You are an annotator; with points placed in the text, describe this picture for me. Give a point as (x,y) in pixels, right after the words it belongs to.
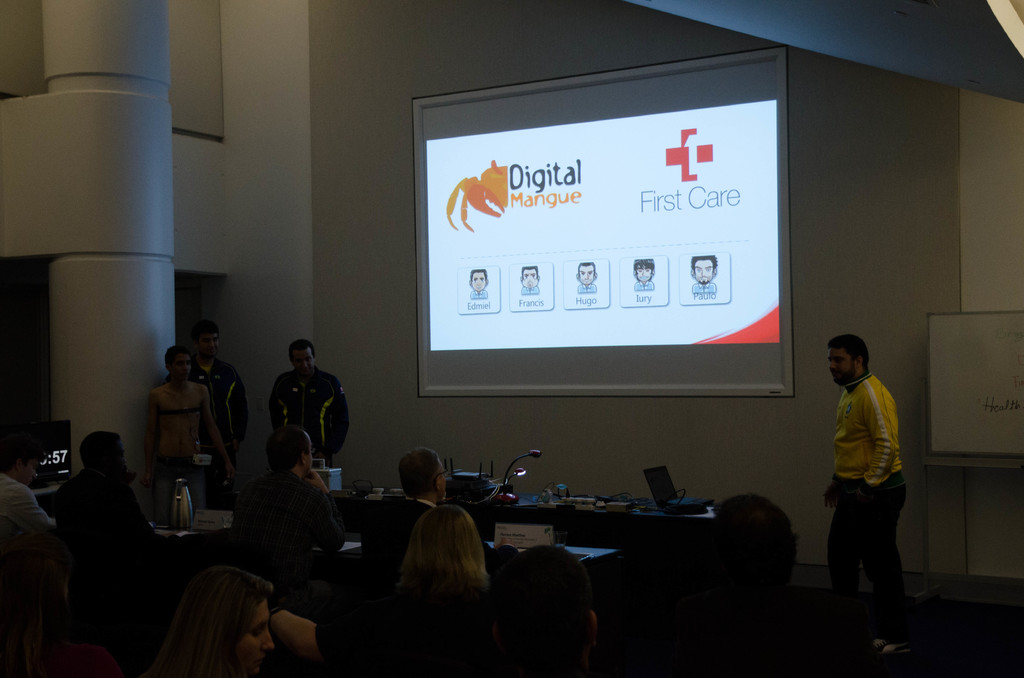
Here in this picture, on the right side (893,419) we can see a person (869,410) standing on the floor (838,641) and in front of him we can see number of people (245,527) sitting on chairs (114,616) and in the middle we can see a table (631,536), on which we can see a laptop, some books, a projector (466,487) and light (511,486) and a mike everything present and in front of that on the wall (412,85) we can see a projector screen (445,364) with something projected on it and on the left side (241,387) also we can see a group of people (187,371) standing on the floor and on the extreme right side (983,339) we can see a white board (965,312) present.
